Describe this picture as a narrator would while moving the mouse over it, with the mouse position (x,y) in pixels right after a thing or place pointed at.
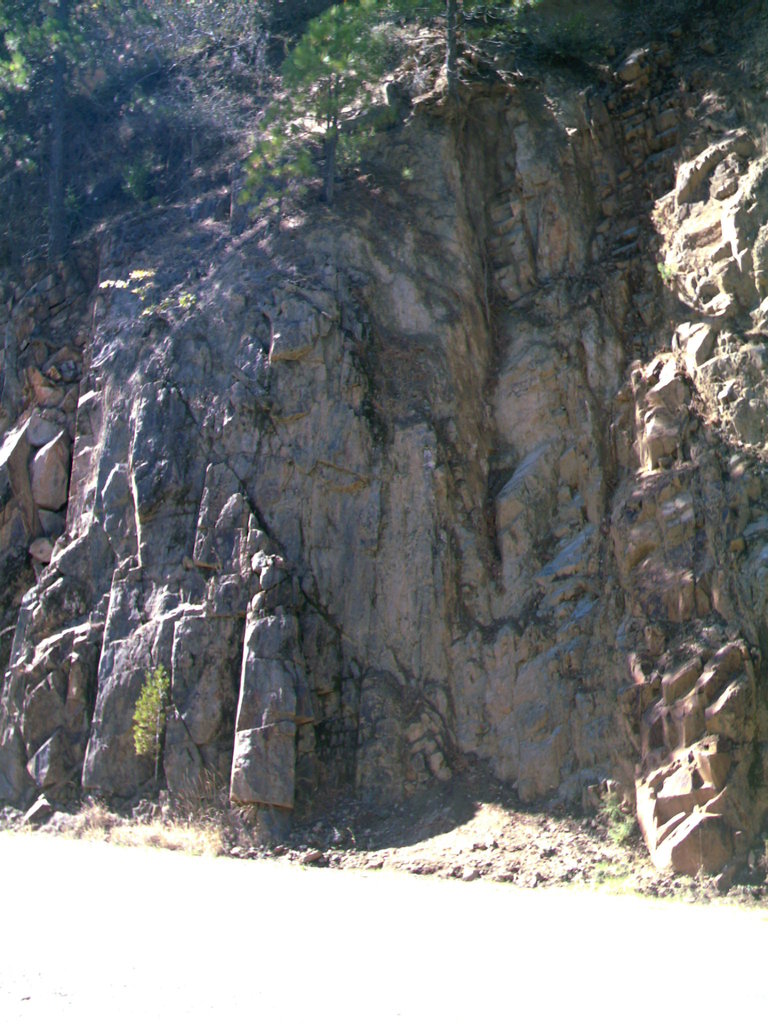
This picture is taken from the outside of the city. In this image, in the background (453,346), we can see some rocks (465,93), plants (2,82) and a grass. At the bottom (441,915), we can see white color.
